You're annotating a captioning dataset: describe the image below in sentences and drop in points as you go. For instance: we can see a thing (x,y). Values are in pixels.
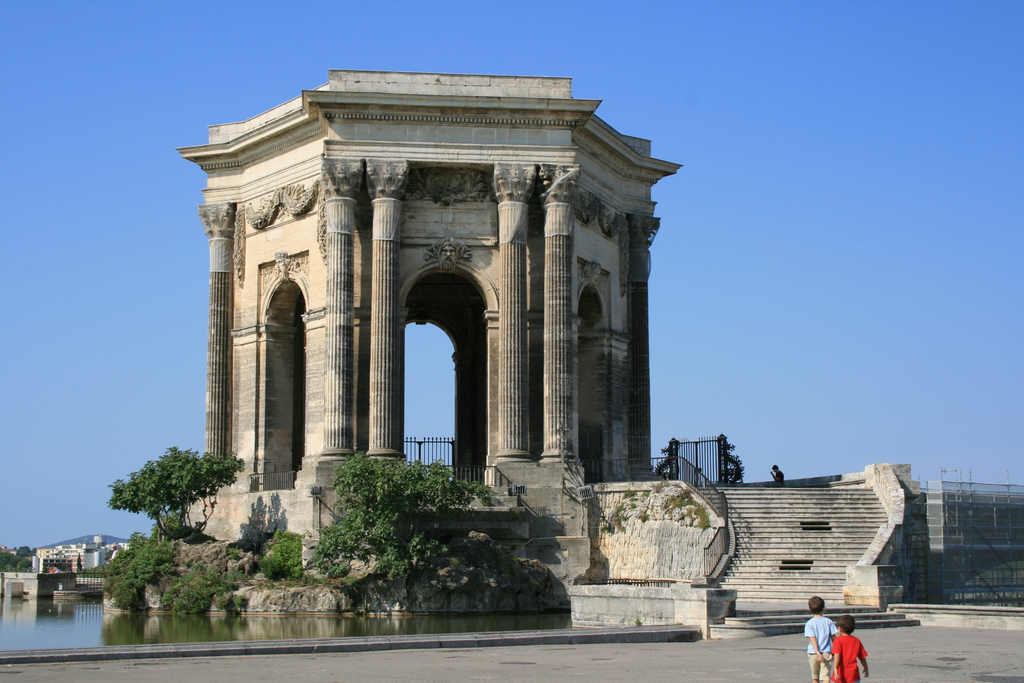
In this picture I can see Plaza Real Del Peyrou (293,496), there is water (9,610), there are trees (322,540), buildings (304,514), iron grilles (715,496), stairs (821,577), there are two kids (816,643) standing, and in the background (869,312) there is sky (990,210).
